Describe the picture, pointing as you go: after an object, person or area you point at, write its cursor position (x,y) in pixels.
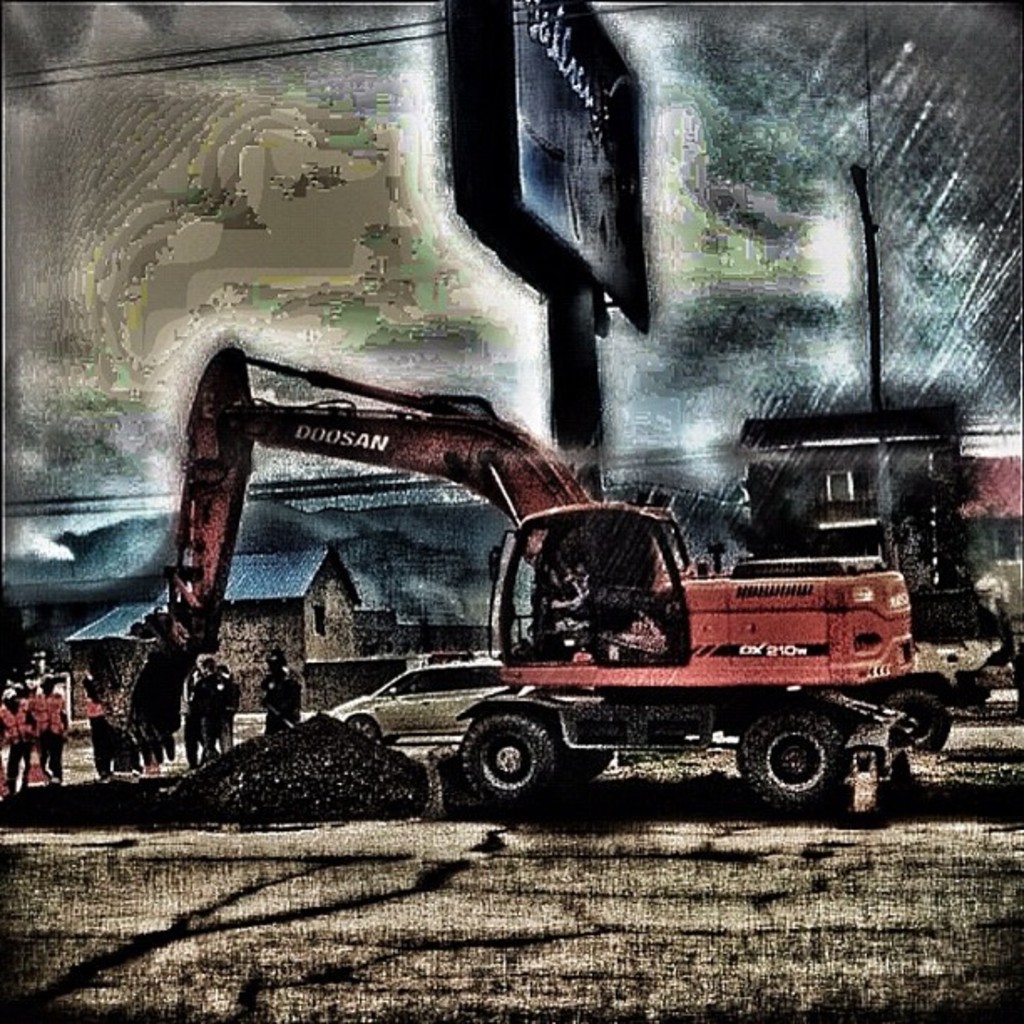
In the picture we can see a bulldozer (511,486), few people (47,734) standing here on the road (571,986), vehicles (993,648) on the road (963,730), we can see houses (974,541), hoardings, wires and the sky (212,223) in the background (382,308).
